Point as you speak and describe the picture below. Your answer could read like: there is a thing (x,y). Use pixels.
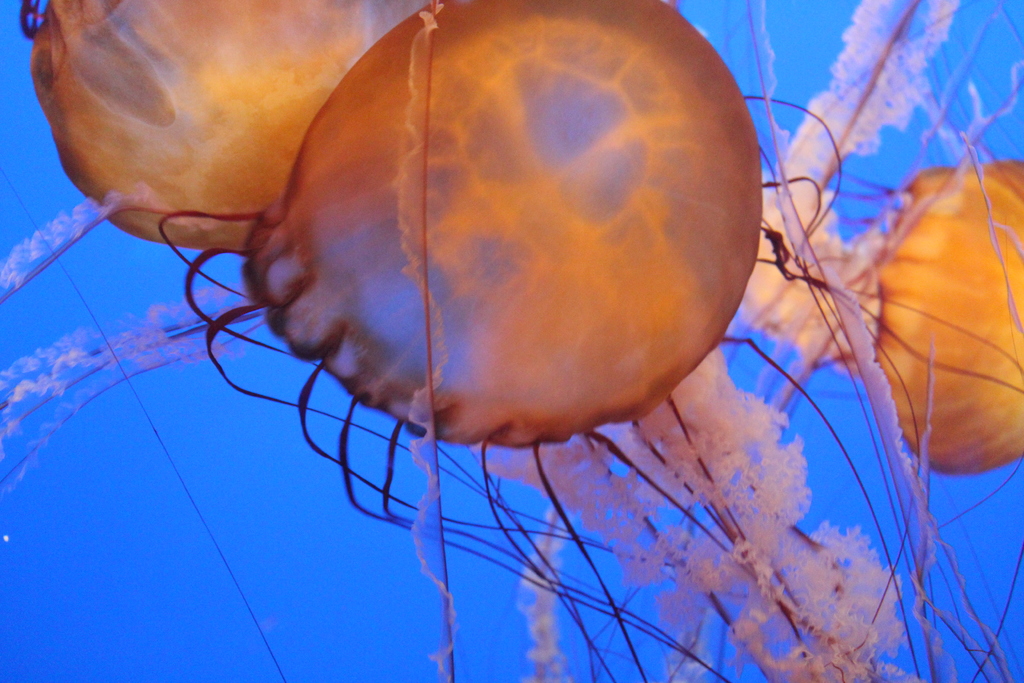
In this picture I can see jellyfishes (585,303) in the water (945,76).
